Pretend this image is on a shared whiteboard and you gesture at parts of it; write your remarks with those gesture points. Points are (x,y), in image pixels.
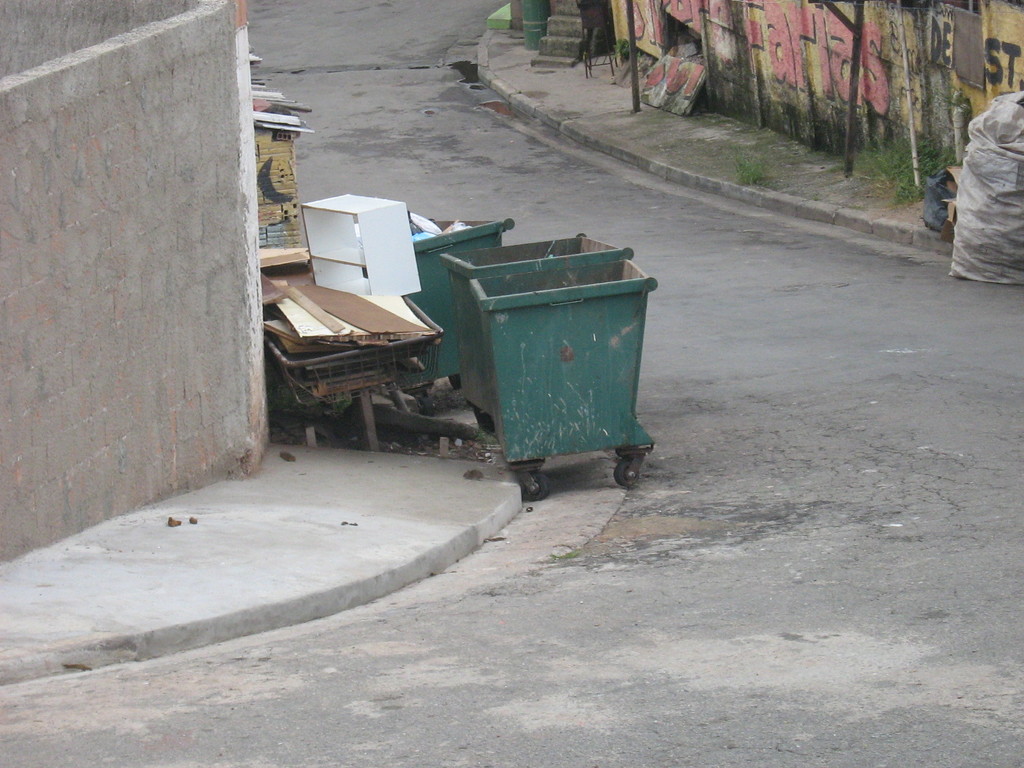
In this image there is a road (717,316) and we can see trolleys (461,307), stand (361,234), wooden blocks (375,315) and a gunny bag (985,209) placed on the road (709,347). There are rods (860,41) and we can see walls (116,201).
